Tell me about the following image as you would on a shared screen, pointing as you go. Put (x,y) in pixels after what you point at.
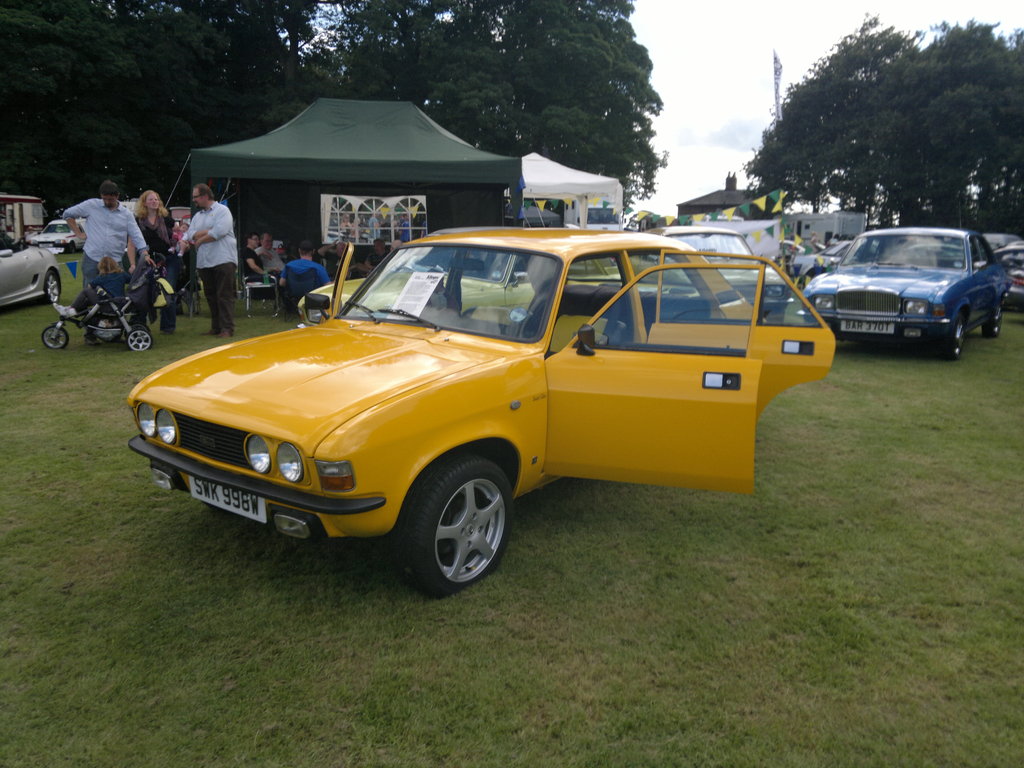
In this image we can see a group of cars (349,445) placed on the ground (560,613). We can also see some grass (178,532), a baby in a carrier (142,315) and some people (181,232) standing. On the backside (292,261) we can see a group of people (322,272) sitting on the chairs (301,282) under the tent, a building (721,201), some paper flags (730,214) tied to a thread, a group of trees (757,215), a house (705,206) and the sky (733,137) which looks cloudy.
